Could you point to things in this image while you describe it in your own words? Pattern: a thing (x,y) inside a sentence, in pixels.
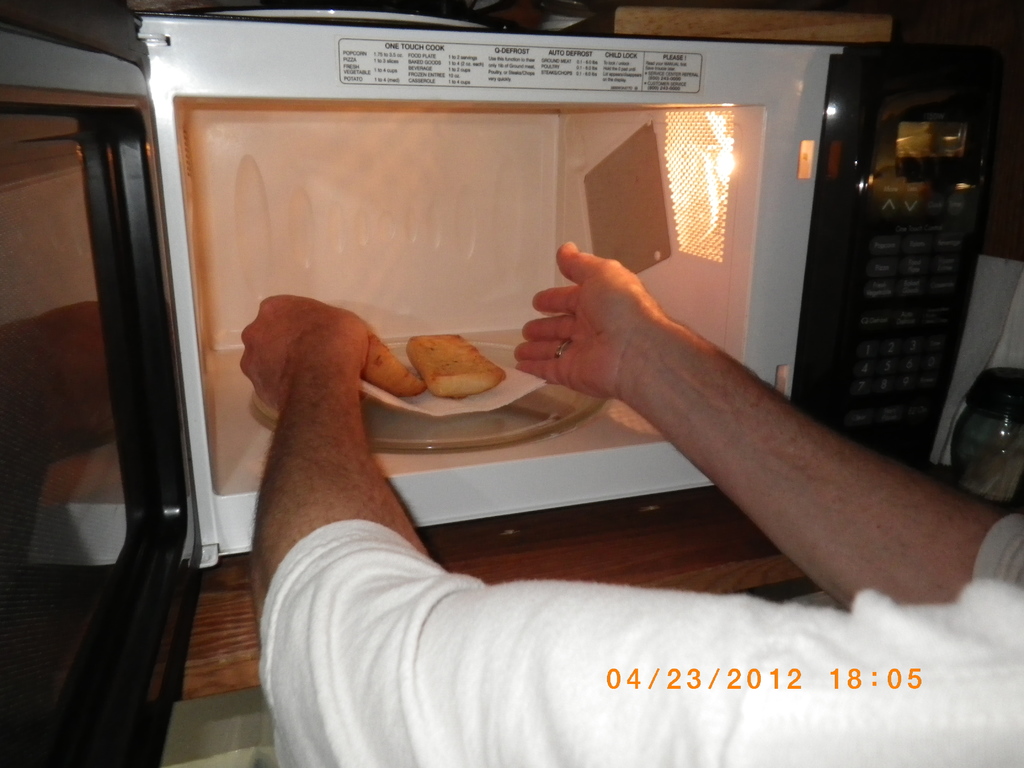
As we can see in the image there is a oven (358,65) and a person (938,754) wearing white color shirt (707,704).
